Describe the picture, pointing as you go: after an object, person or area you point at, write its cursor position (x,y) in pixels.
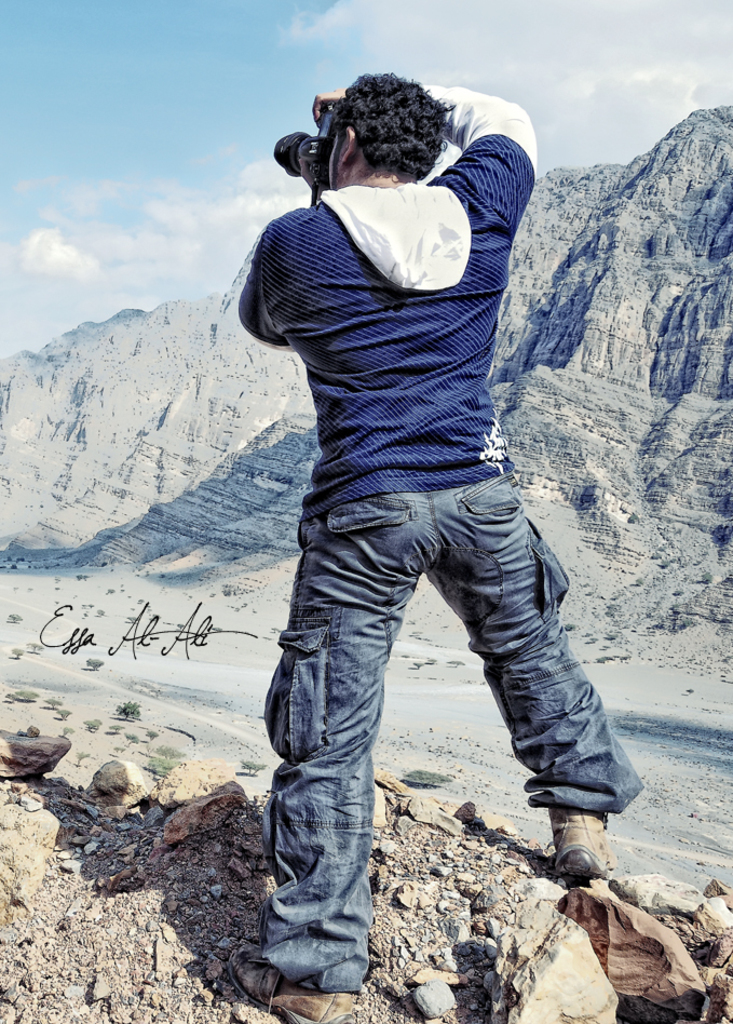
In the foreground of the picture (400,547) there is a man (428,443) standing holding a camera (294,160). In the background (269,507) there are mountains (618,385). Sky (158,105) is bit cloudy and it is sunny.
